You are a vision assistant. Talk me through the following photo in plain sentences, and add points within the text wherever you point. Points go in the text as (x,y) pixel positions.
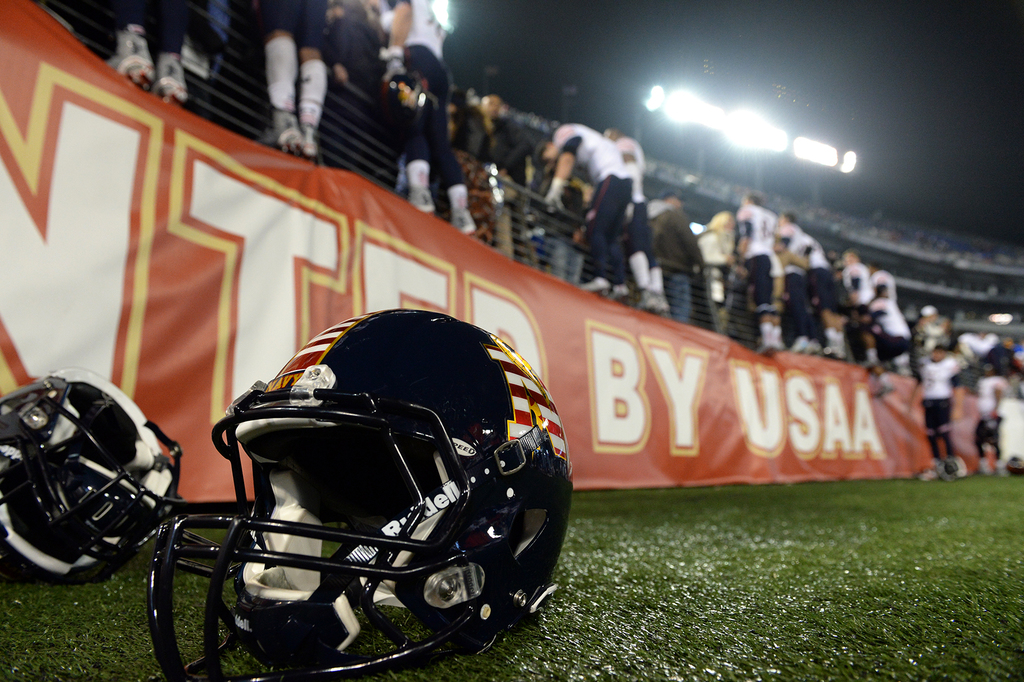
In this picture I can observe red color flex (303,320). In the bottom of the picture (376,460) I can observe helmets (426,591). In the top of the picture (450,96) I can observe some people (459,143) and in the background (704,119) I can observe lights (678,113).
